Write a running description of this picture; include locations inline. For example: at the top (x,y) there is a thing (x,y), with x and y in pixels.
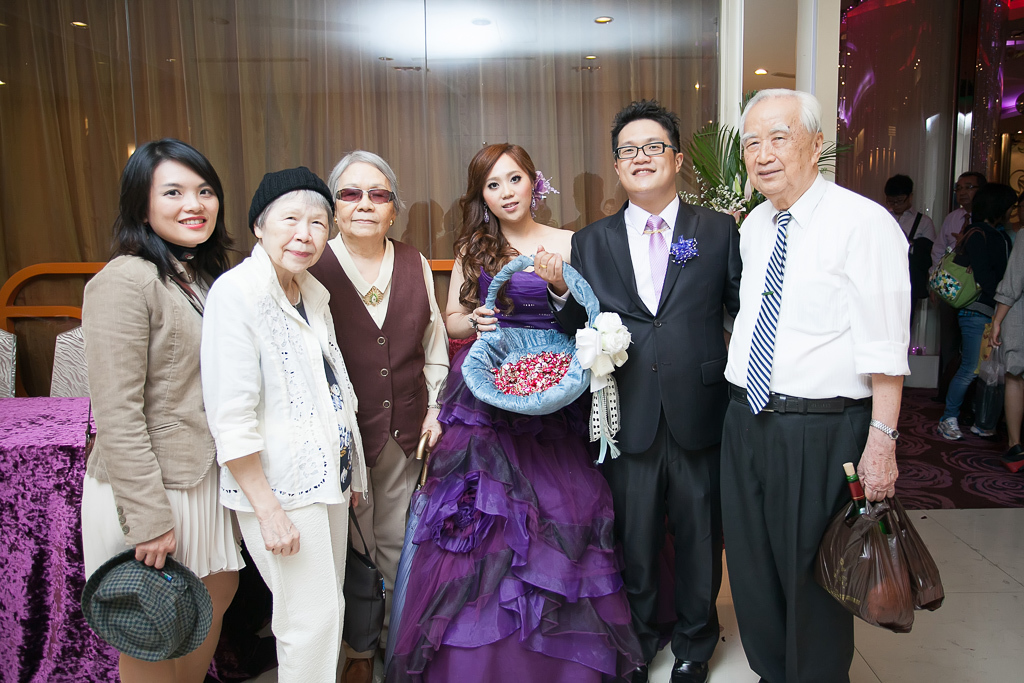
In this picture there is a woman (530,166) who is wearing purple dress (558,487) and holding the flowers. Beside her we can see a man (640,266) who is wearing suit (660,308). On the left (206,204) we can see three women (263,317) was standing at the table (31,493). On the right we can see a person (1001,225) standing at the wall (907,135).
